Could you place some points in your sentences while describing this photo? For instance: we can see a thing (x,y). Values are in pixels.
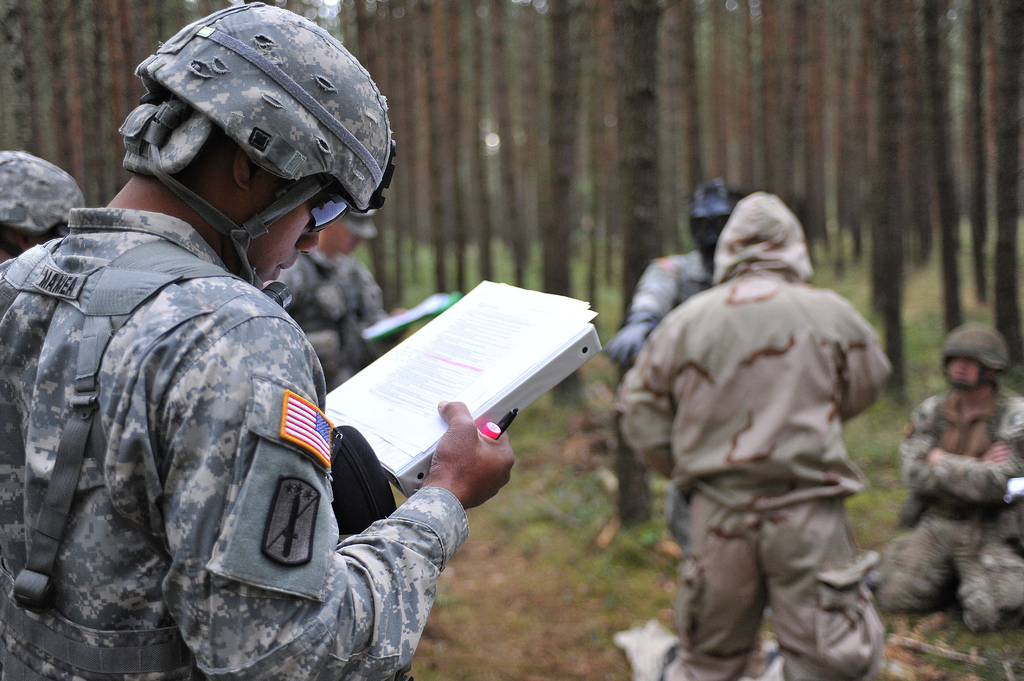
On the left side (275,319), there is a person (275,319) in uniform (275,319), holding documents (542,316), a file (525,304), a sketch (493,427) and an object (505,421) with a hand (472,420) and watching that document (514,366). In the background (970,460), there are other persons (73,196), one of them is kneeling down on the ground (958,632), on which there is grass (656,580) and there are trees (611,49).
